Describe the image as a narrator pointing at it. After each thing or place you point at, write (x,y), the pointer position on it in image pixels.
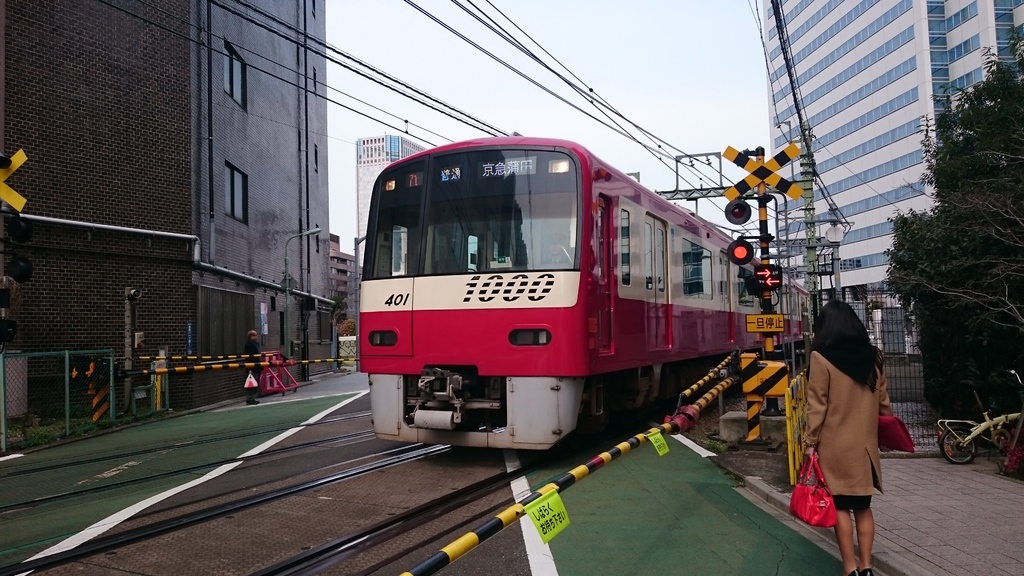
In the picture I can see the train (597,170) on the track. I can see a woman (846,543) standing on the side of the railway track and she is carrying a bag (905,448). There is a bicycle (940,424) on the side of the railway track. I can see the signal pole (748,255) on the right side (769,281). There are buildings (159,66) on the left side (235,68) and the right side (871,131). I can see the barricade poles (509,519) in the picture. There are trees (903,286) on the right side (960,196).
